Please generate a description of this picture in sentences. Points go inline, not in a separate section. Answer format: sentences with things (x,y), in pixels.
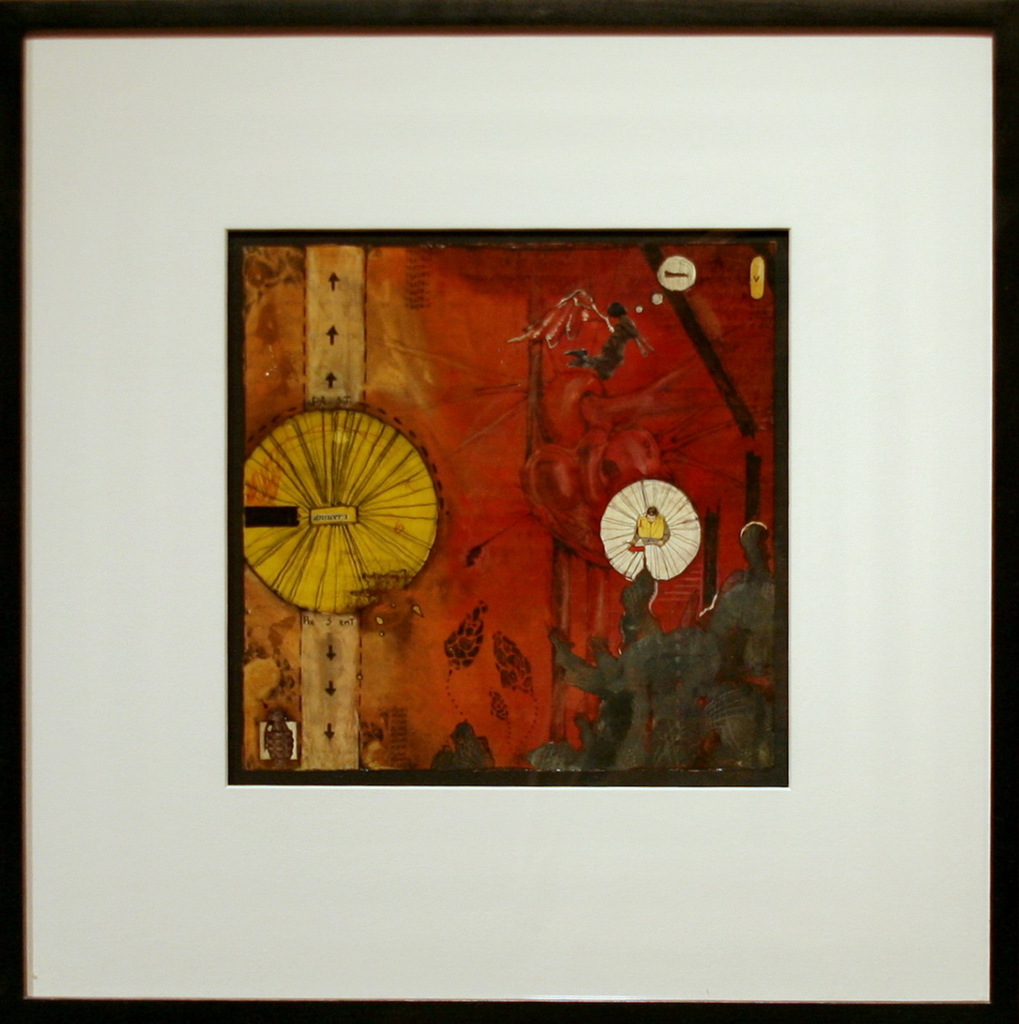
In this image there is a picture frame (627,913). In the center (463,486) there is a painting (459,483). Around it there is a white frame (952,524).
